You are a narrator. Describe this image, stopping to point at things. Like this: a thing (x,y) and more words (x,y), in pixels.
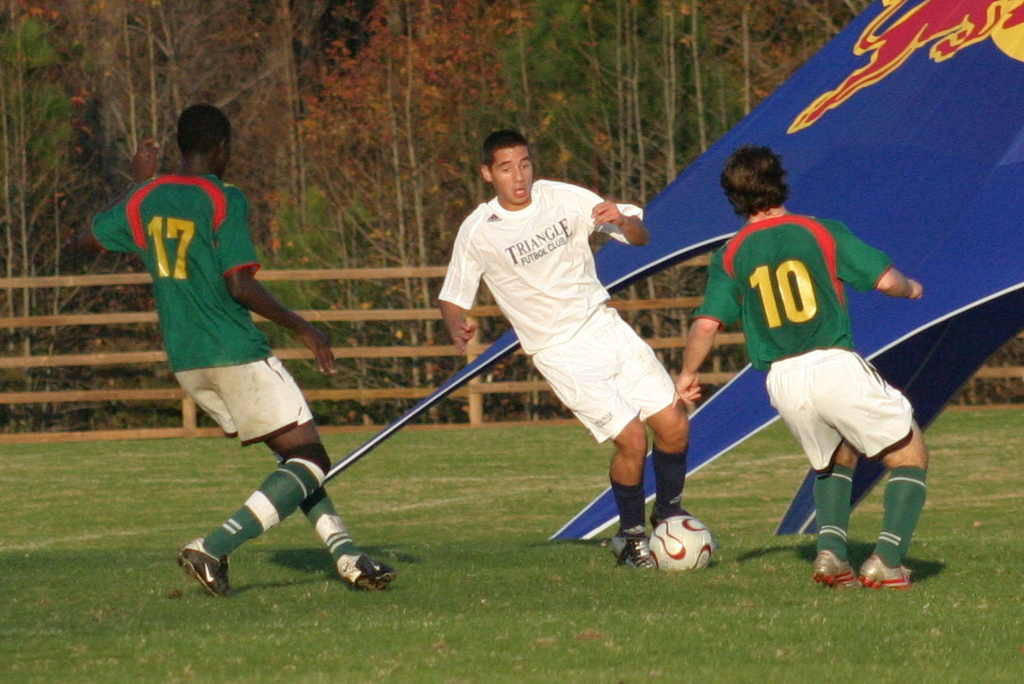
This picture is clicked in a ground (346,645). Here, we see three men (743,249) playing football. Man (632,494) in white T-shirt (538,312) is kicking football (683,547). Beside them, we see a board (901,170) which is in white, blue color and behind them, we see wooden fence (403,312) and behind that, we see many trees (383,77).
